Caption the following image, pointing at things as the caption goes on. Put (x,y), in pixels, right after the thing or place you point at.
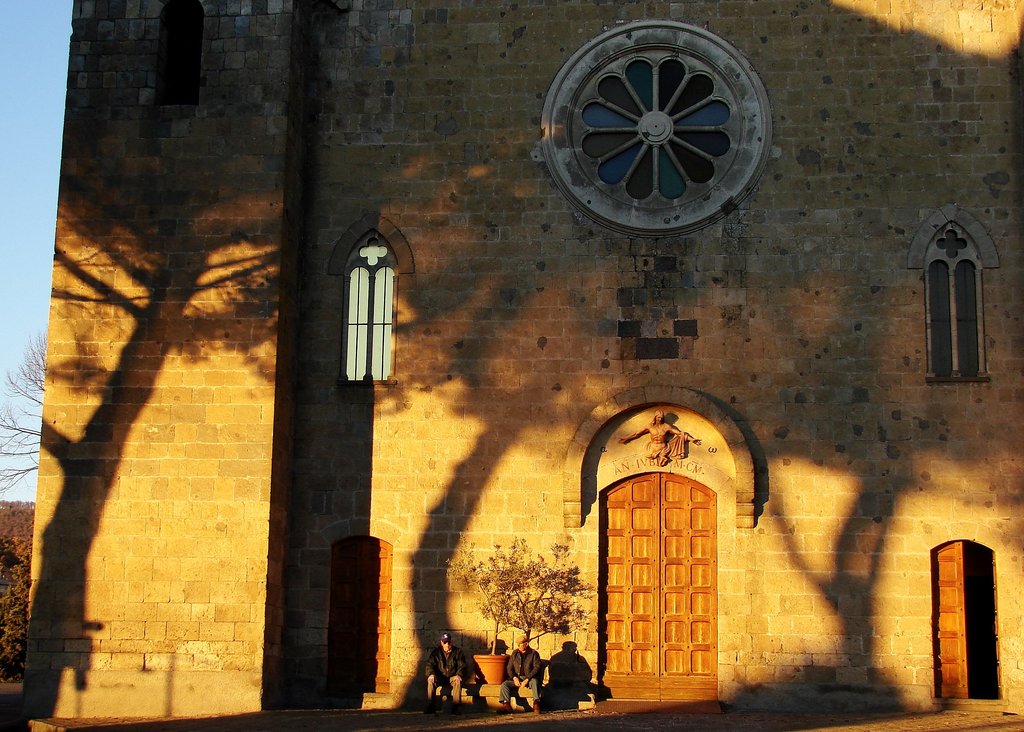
In this picture we can see people (523,674) sitting on a bench (547,690) beside a pot (505,673) with green leaves (506,582). Here we can see a brick wall (560,302) with doors (604,499) and windows (560,184). On the wall (527,169) we can see shadows (86,348) of trees (141,286) and poles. The sky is bright.
